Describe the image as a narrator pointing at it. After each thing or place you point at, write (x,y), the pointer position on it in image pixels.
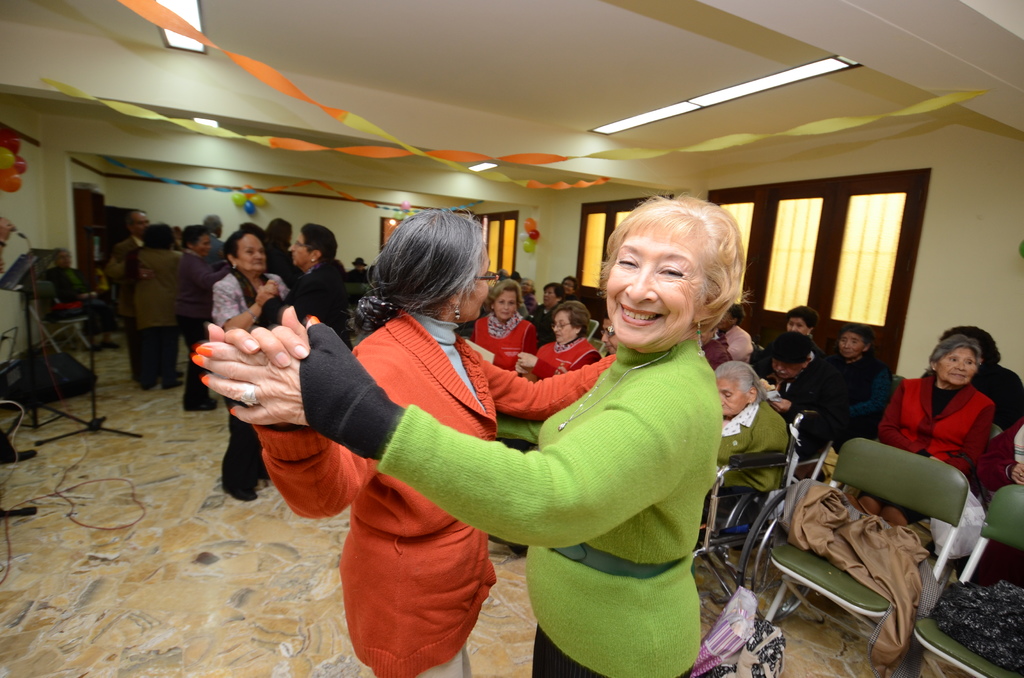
In this picture I can see group of people (296,411) dancing, there are group of people (482,336) sitting on the chairs (977,547), there are lights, balloons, paper ribbons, there are windows (885,269) and some other objects (20,286).
